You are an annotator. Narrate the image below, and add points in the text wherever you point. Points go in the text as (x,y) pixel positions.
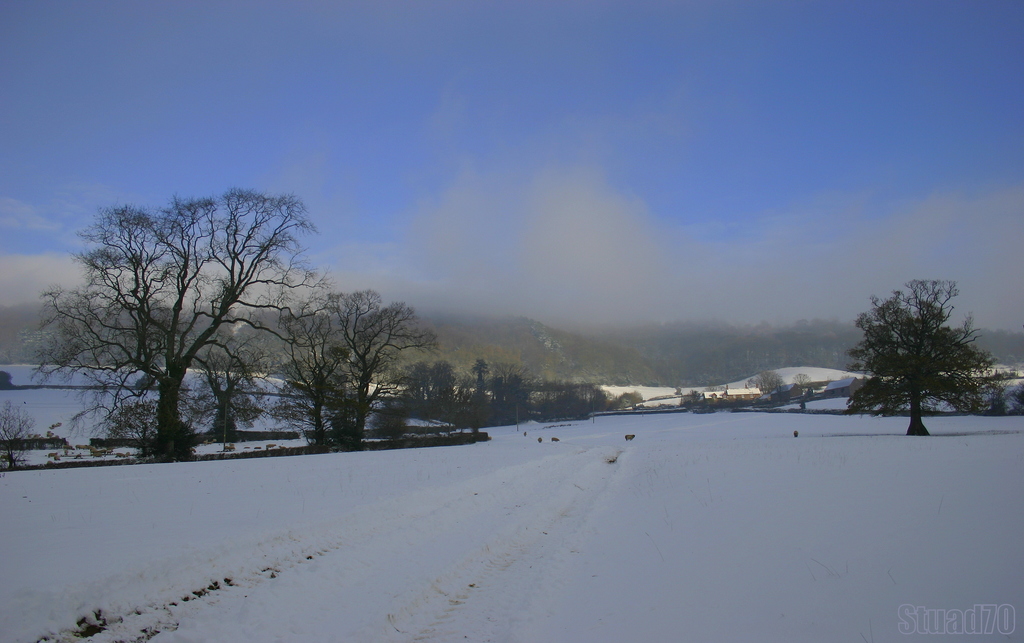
At the bottom (453,523) we can see snow (385,554). In the background (159,394) there are trees (429,400), houses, mountains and clouds (516,228) in the sky (336,176).
